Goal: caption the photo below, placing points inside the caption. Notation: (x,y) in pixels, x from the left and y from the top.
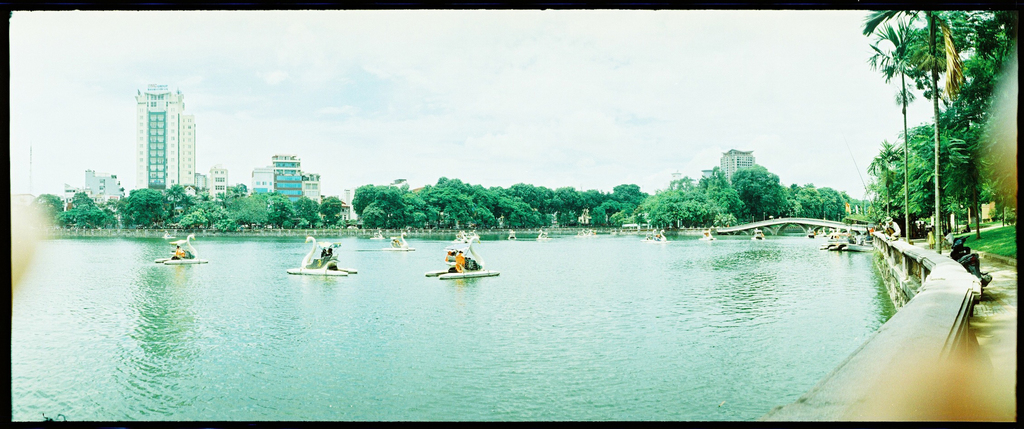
In this image there are group of people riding swan pedal boats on the water (516,316), and in the background (940,224) there are trees (978,228), vehicle (960,236), iron grills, bridge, plants (706,220), buildings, poles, sky (702,93).
